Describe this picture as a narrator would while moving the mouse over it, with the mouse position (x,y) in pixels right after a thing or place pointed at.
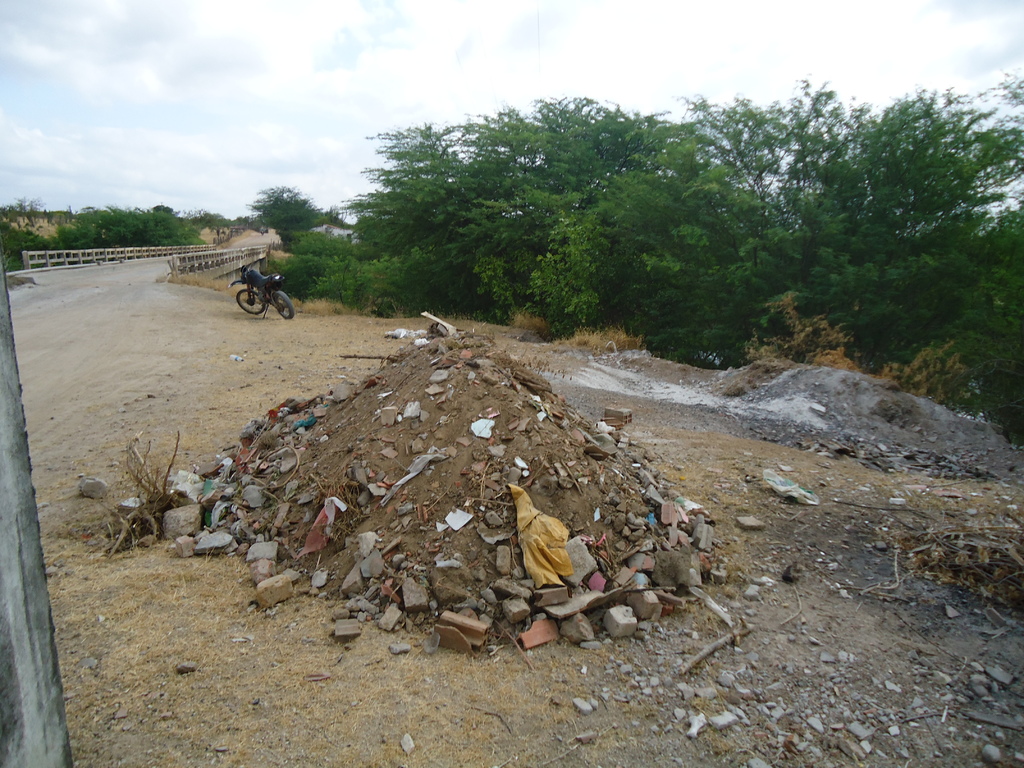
In this picture we can see stones (595,586), clothes (549,528), papers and objects (584,435). We can see bike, grass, trees (366,259), bridge (209,270) and fence (175,268). In the background of the image (253,66) we can see the sky (307,58) with clouds (307,58). On the left side of the image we can see pillar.
